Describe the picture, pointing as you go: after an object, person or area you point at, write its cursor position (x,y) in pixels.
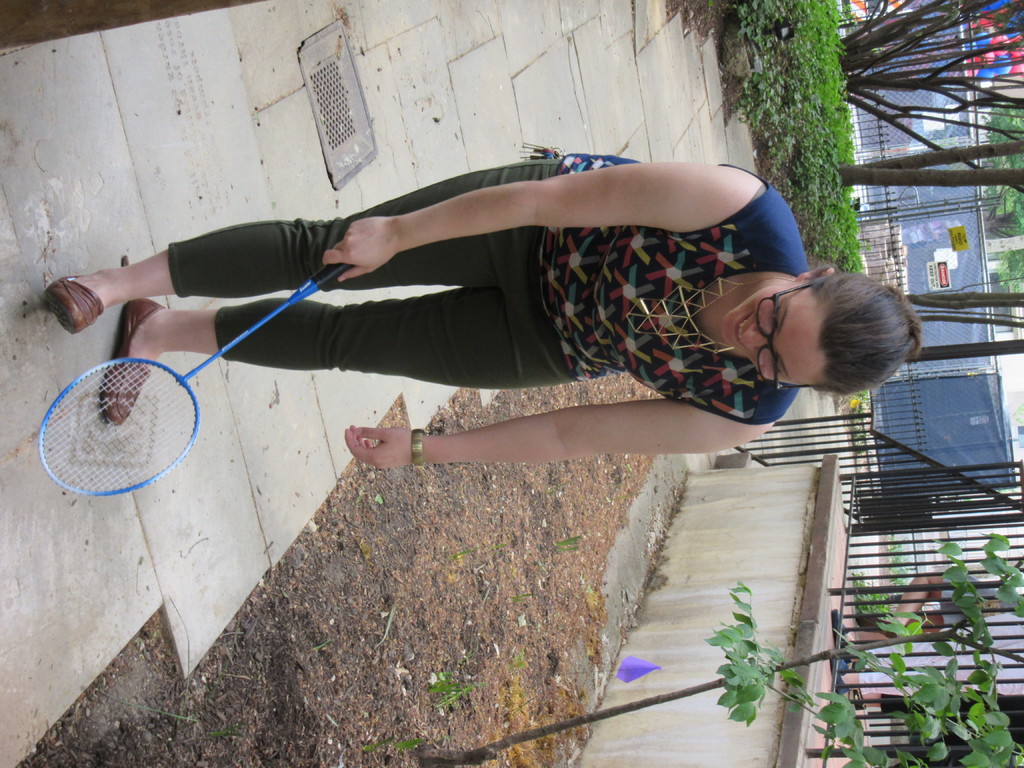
There is a woman (295,275) holding badminton racket (120,371) in the foreground area of the image (697,312), there are trees (1017,296) and buildings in the background (936,70).
